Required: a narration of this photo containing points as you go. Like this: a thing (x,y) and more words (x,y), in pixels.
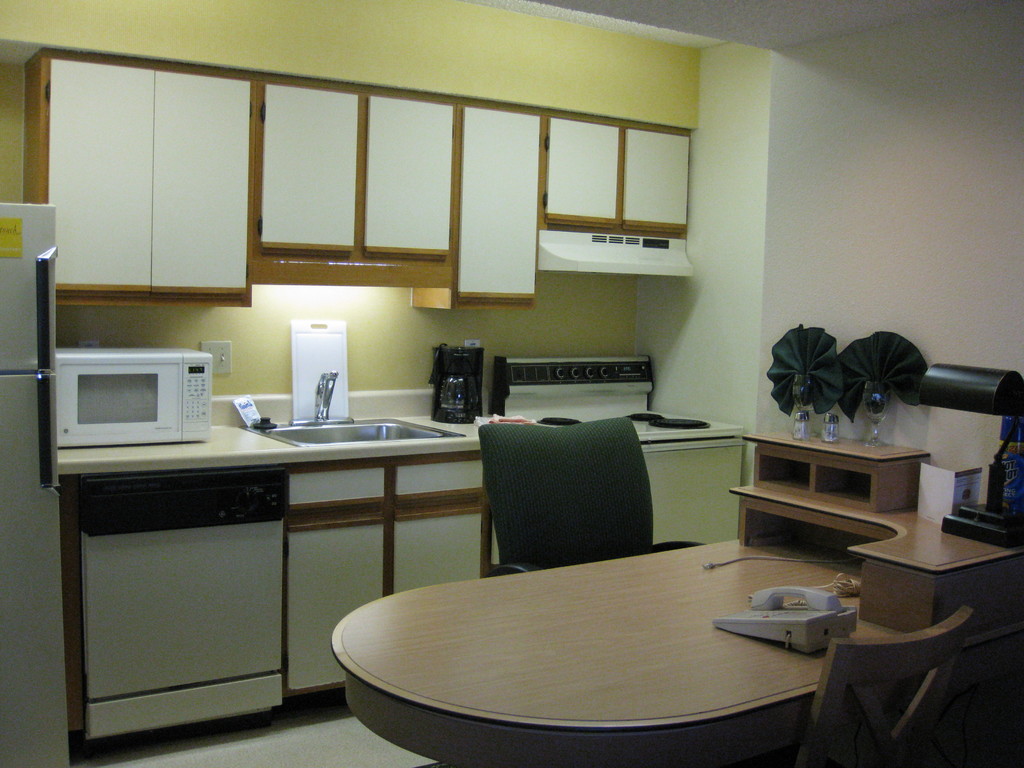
This picture is about interior of the room (396,378), in this we can find a telephone (764,606), bottles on the table (589,616) and we can find couple of chairs (863,643), gas (622,381), tap (325,386), oven (134,377) and a fridge (31,285) in the room (326,507).
